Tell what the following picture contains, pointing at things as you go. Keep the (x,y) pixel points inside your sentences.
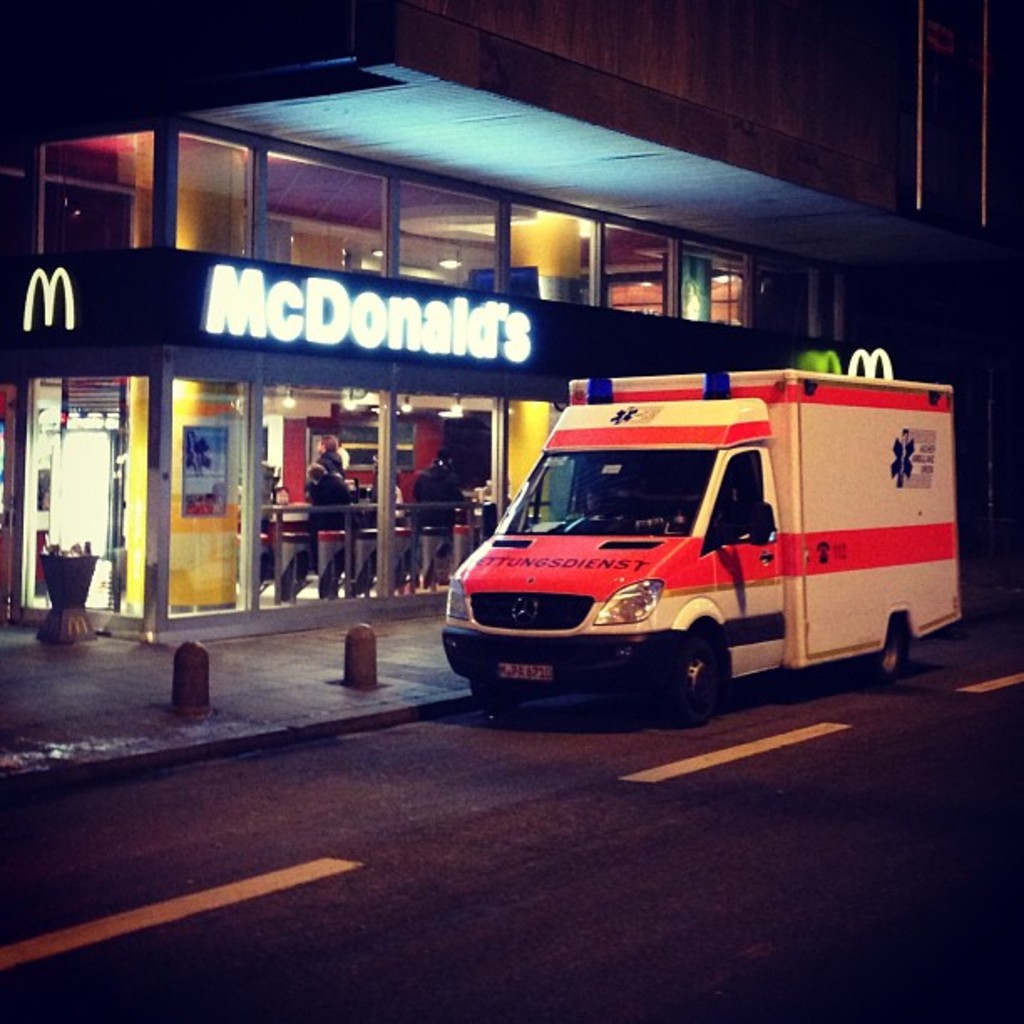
In the center of the image (584,522) there is a van (676,632) on the road (558,779). In the background of the image (223,552) there are stores (287,598). At the bottom of the image (486,925) there is road (273,914). There are safety poles (177,675) to the left side of the image (208,672). There is a flower pot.
